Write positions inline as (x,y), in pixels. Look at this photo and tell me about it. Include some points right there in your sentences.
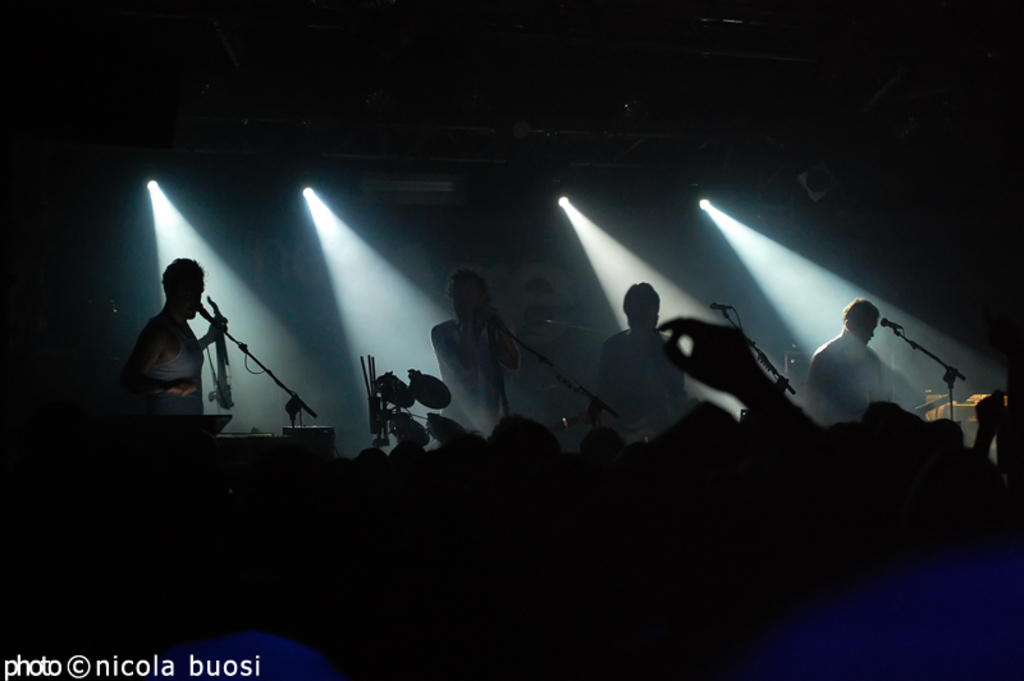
In this image I can see few people (463,382), few mics (316,416), few lights (393,276), watermark (14,669) over here and I can see this image is in dark.
